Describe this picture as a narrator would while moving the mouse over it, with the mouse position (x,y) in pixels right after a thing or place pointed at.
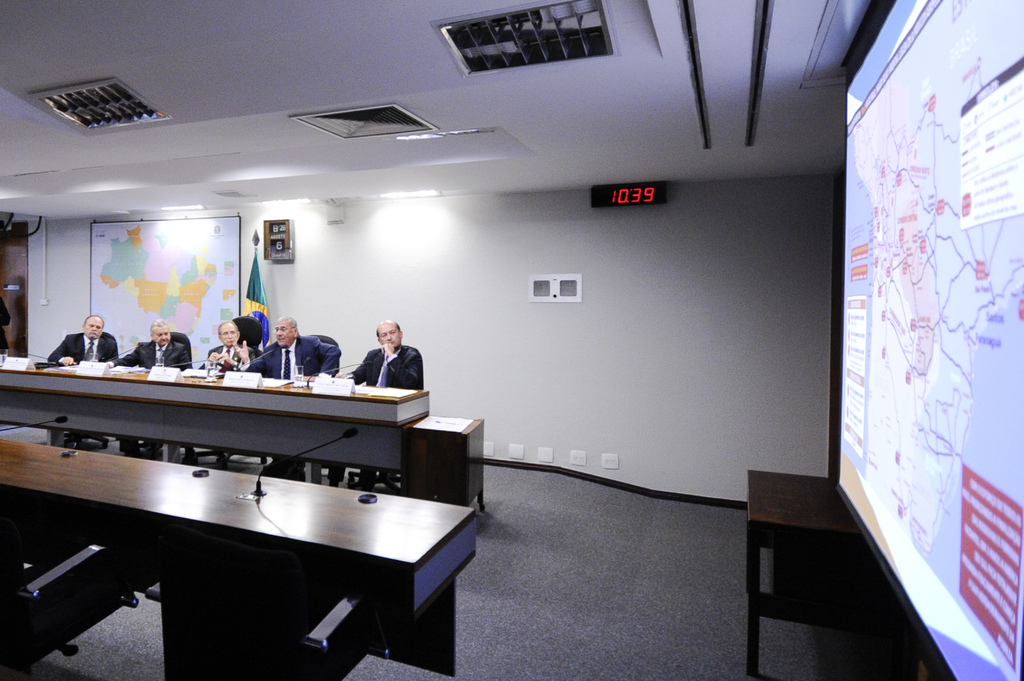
Five persons (164,358) are sitting on the chairs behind them there is a map of Brazil (122,275) and a light (173,209). On the right (860,325) there is a projected image (861,446).
